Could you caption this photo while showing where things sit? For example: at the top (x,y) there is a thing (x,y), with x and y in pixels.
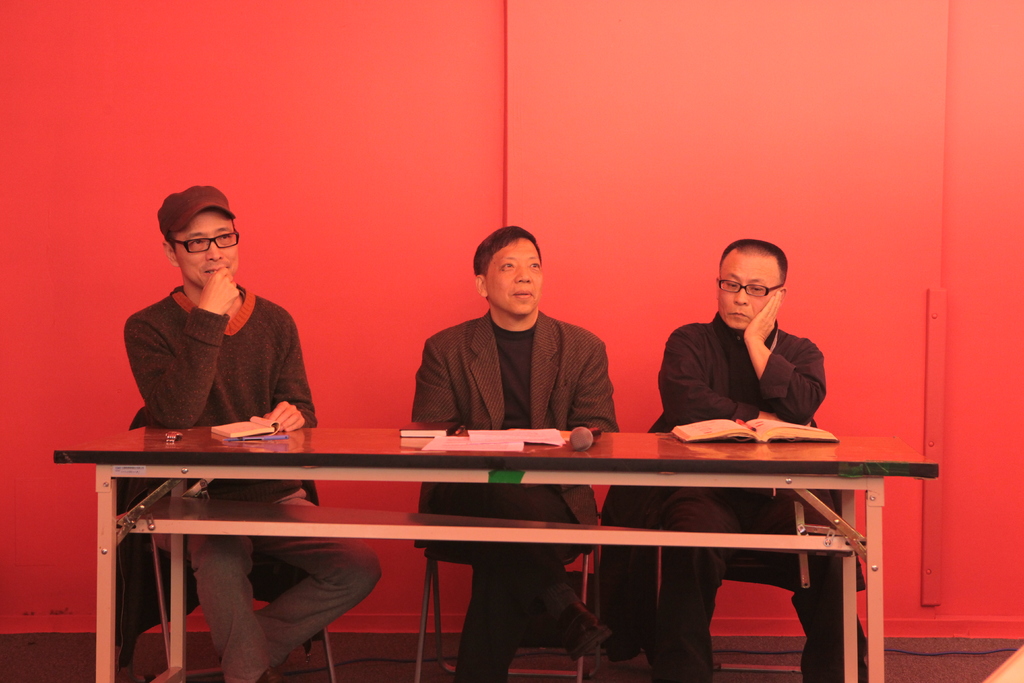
Three men (176,343) are sitting in chairs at a table (606,469).
